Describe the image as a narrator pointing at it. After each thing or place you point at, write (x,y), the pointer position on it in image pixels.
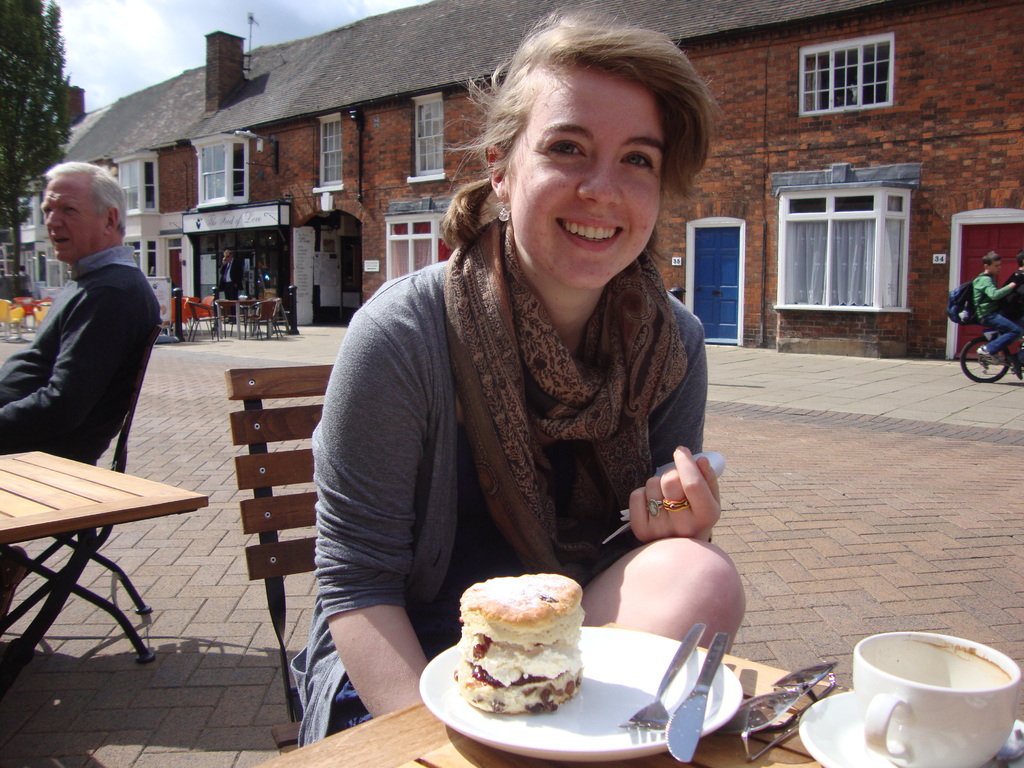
A woman (469,428) is sitting at a table (389,745) with a cake (464,687) on a plate (598,716) in front (506,597) her. Behind her an old man (59,330) is sitting at a table (65,534).
